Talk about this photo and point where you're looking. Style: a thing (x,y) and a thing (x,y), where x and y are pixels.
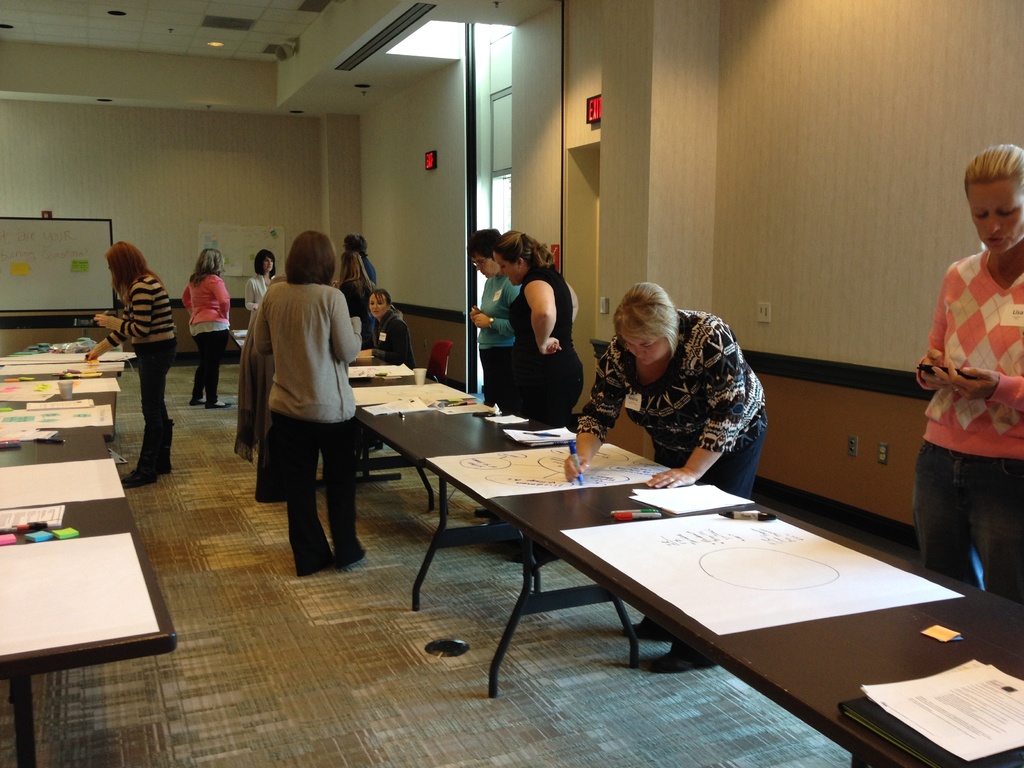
In this image i can see few persons (599,428) standing and drawing on a chart (559,449) there is a table (550,520) there are few pens (648,516) on the table (552,544) at the back ground (120,94) i can see a wall (184,176) and a board (73,258).
